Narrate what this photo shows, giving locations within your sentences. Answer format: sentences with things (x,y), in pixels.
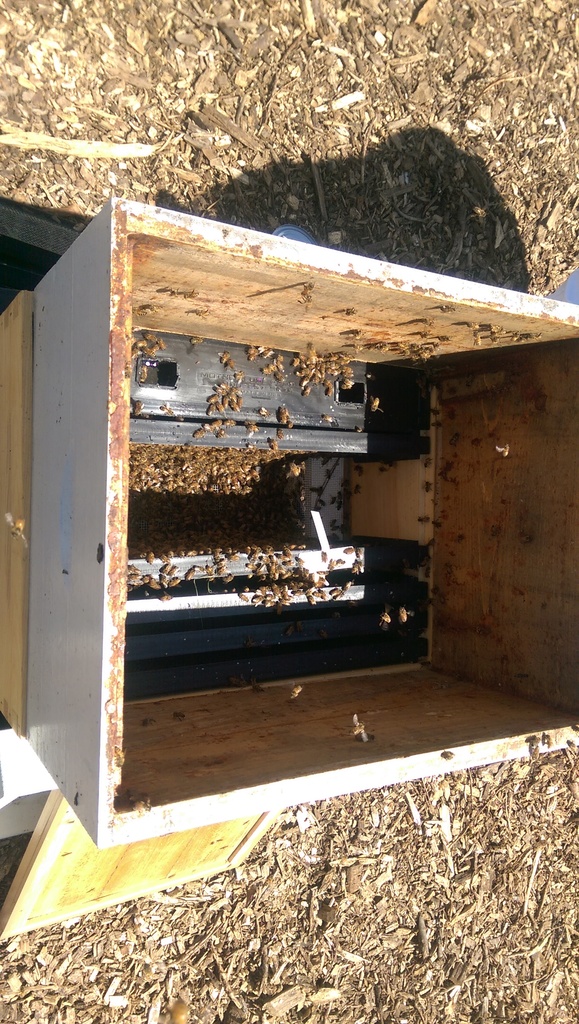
In this image I can see a beehive box (311,462) on the ground (410,187).
